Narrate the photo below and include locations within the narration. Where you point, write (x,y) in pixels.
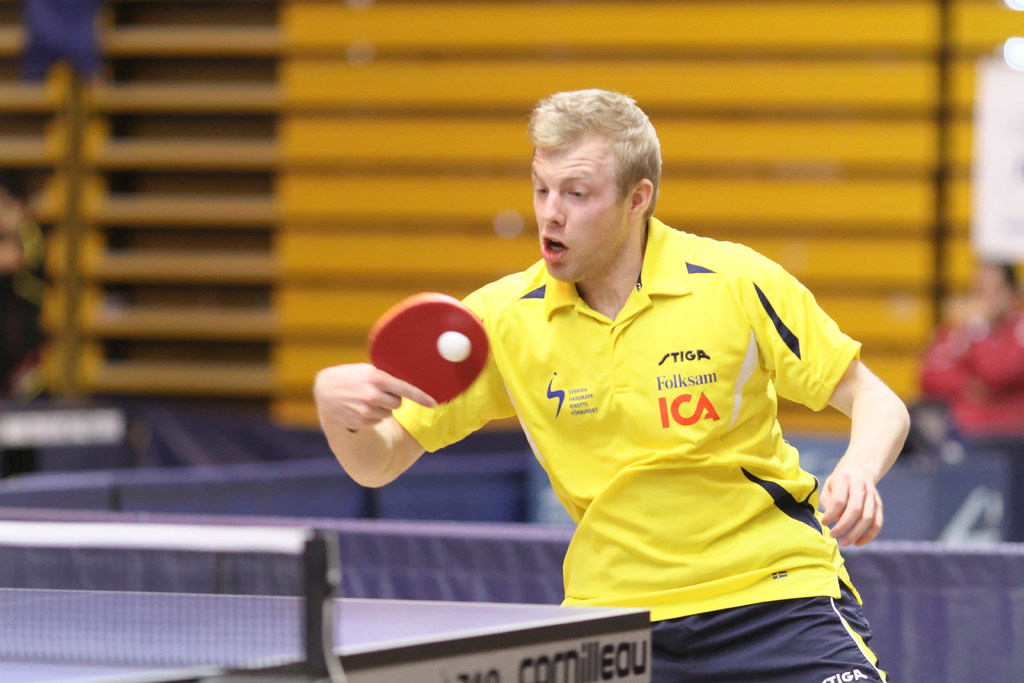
This person (731,377) standing and playing table tennis and holding bat (420,359). This is table tennis (343,669). On the background (1009,380) we can see persons (995,352).
